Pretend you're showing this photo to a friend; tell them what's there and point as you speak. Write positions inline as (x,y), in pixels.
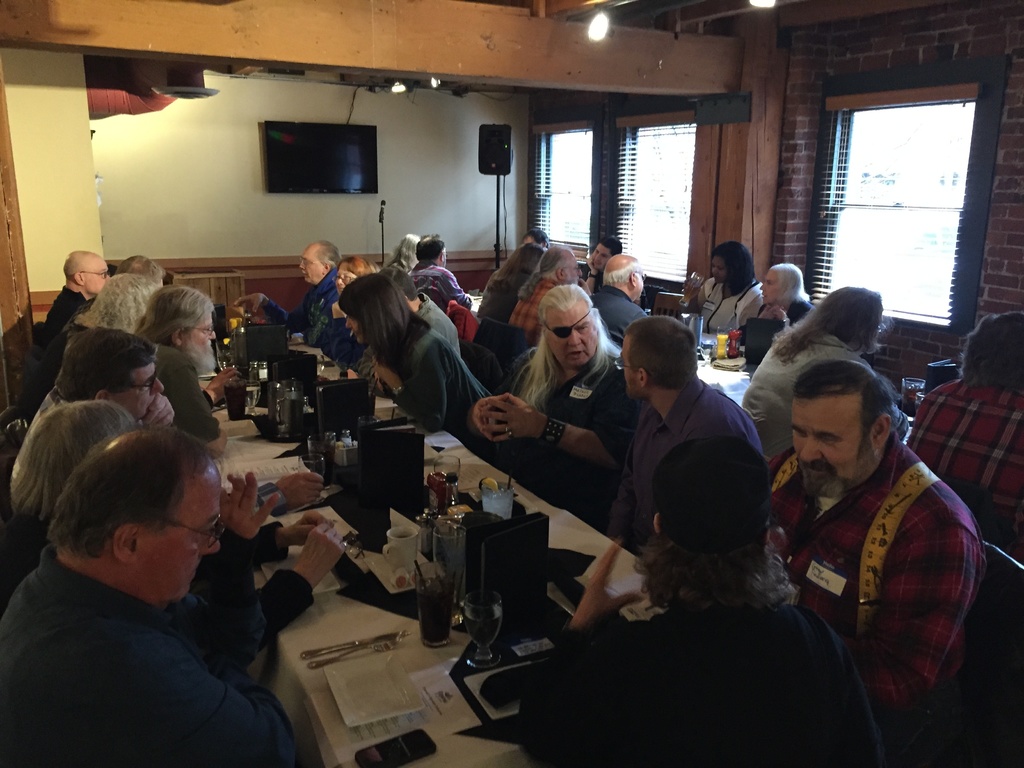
This picture describes about group of people (500,421) they are all seated on the chair (522,331), in front of them we can find couple of glasses (321,453), papers (381,732), spoons (365,640), bottles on the table (385,547), in the background (506,156) we can see a speaker (493,167) microphone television (340,184) and couple of lights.
